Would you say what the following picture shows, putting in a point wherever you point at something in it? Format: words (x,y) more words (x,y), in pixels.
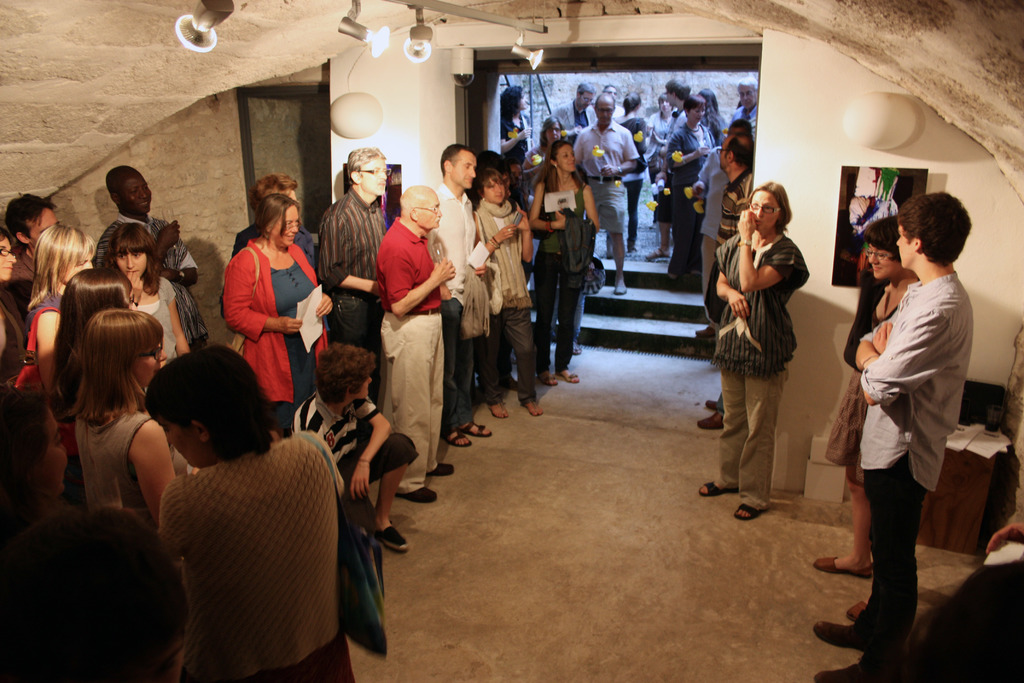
In this image, we can see there are many people (174,241), some of them are holding papers (553,197) and some of them are holding toys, at the top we can see the lights (387,43) and there are some picture (350,179) on the wall (432,151).
